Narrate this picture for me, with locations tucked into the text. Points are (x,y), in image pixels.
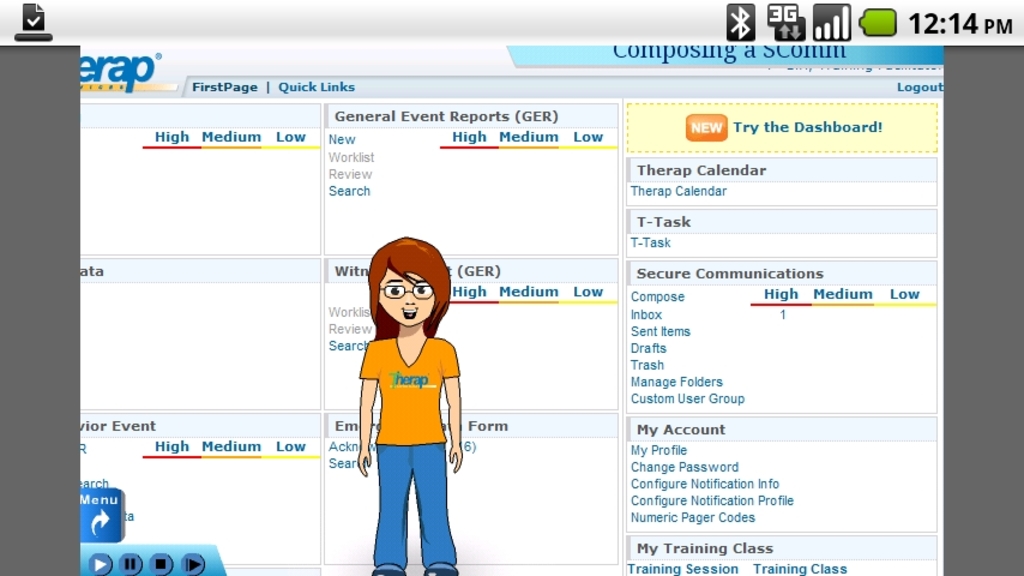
In this image we can see a screenshot (368,335). In the center (442,375) there is a lady (413,408) standing.
